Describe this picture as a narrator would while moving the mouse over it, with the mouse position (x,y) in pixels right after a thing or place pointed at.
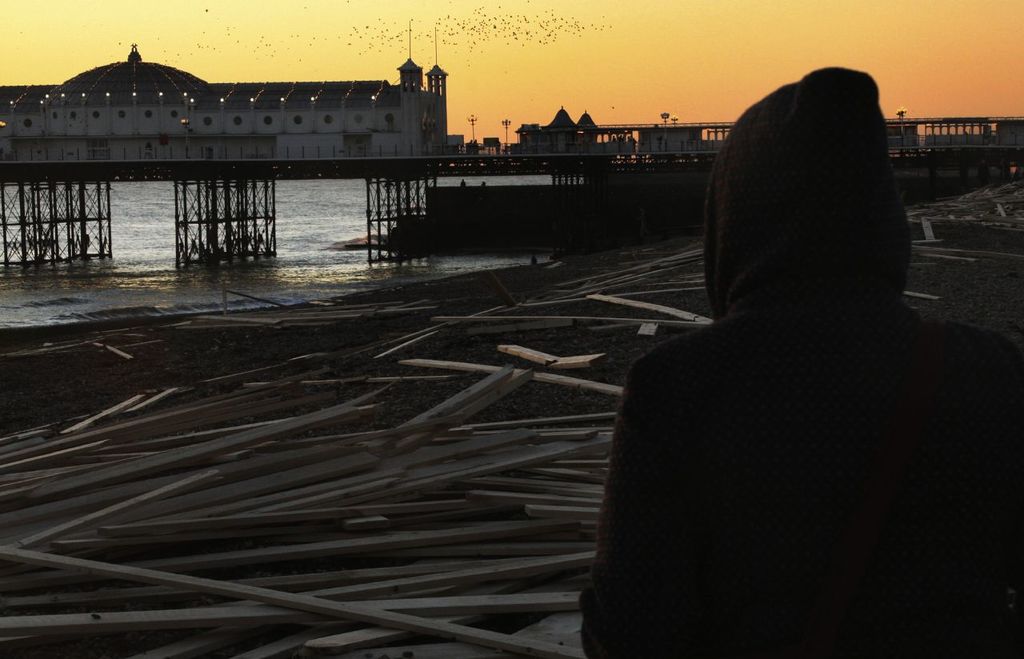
In this image we can see a man (663,363) is standing, in front here is the bridge (413,190), here is the water (327,216), here is the building (213,114), here is the light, at above here is the sky (678,61).
